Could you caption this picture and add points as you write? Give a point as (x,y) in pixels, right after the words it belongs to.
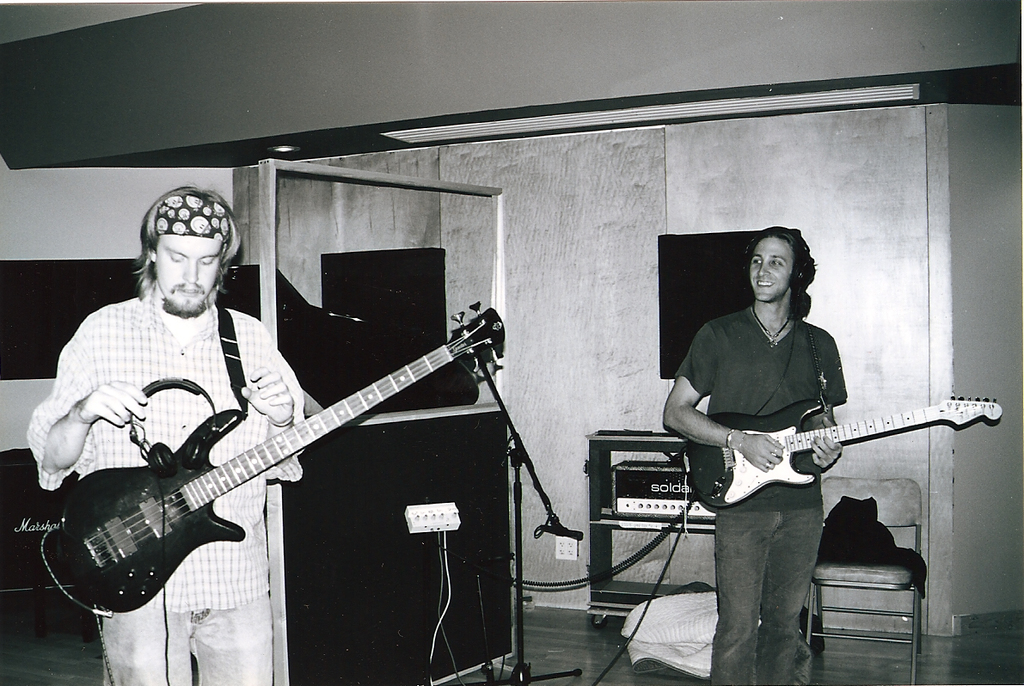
This is a black and white picture there are two men (228,624) in the picture both are holding the guitars (193,542), first person (152,368) is holding a headset (163,469) in his hand (105,385) he is looking downwards and the person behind him is looking towards him behind them there are few musical instruments (660,490). In the background (727,139) there is a wall (76,233).
